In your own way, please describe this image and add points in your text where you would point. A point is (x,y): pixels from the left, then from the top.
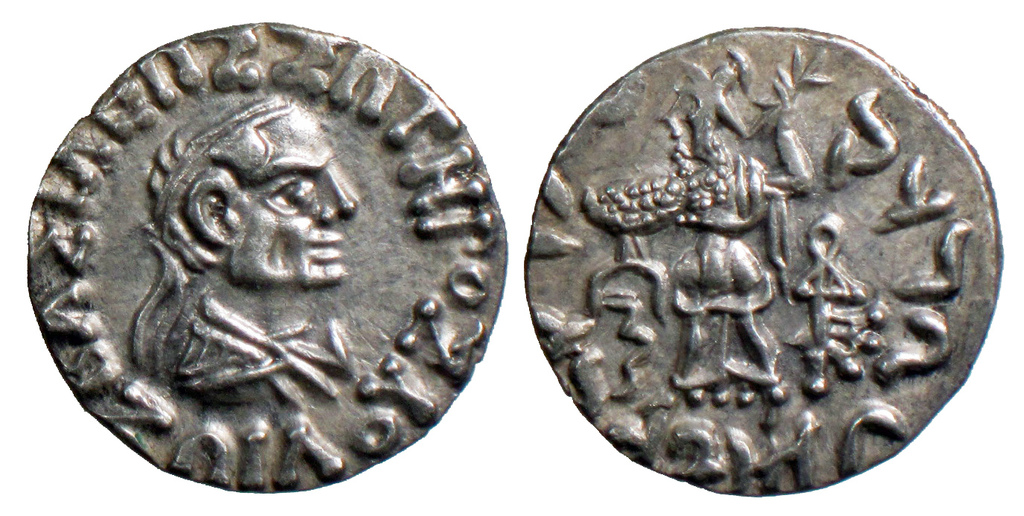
In this image there are coins (780,244) with letters (404,349) and pictures (748,229) on it.
